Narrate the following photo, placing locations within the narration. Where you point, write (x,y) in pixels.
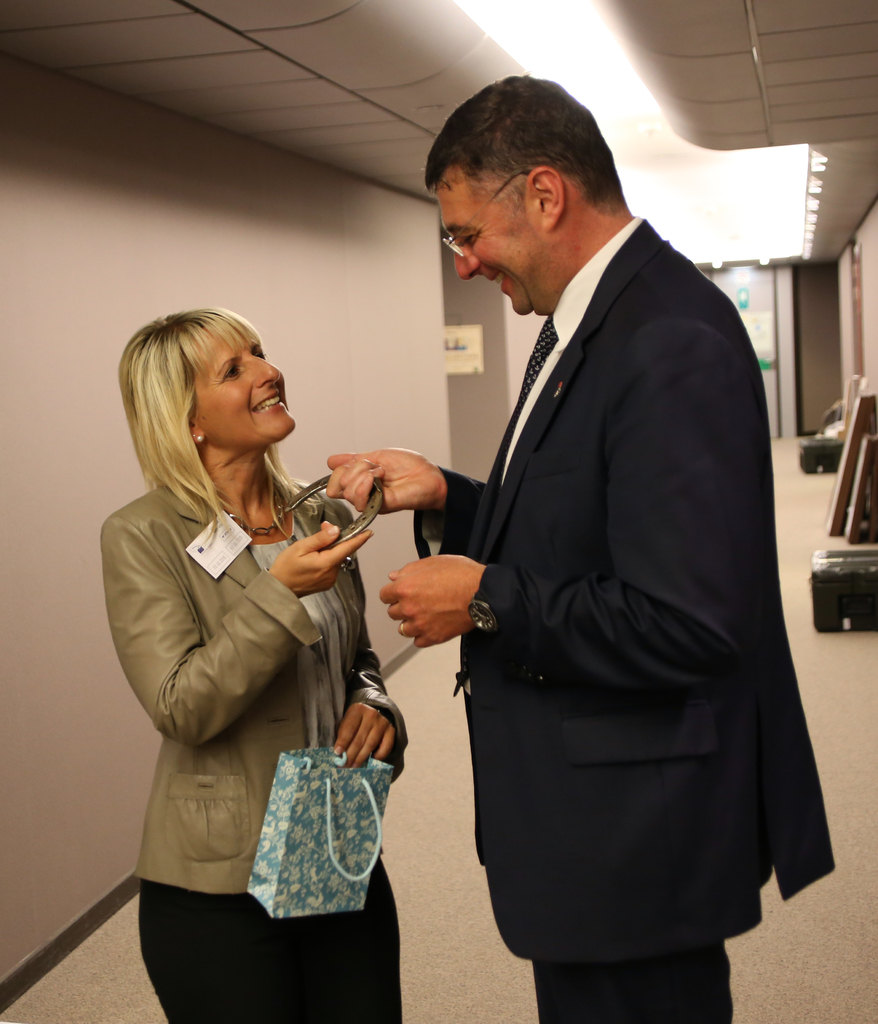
There is a man (411,579) and woman (265,523). Man (645,400) is wearing a specs (456,246). Both are holding a horse shoe (367,517) and woman (258,587) is holding a packet (297,809). Both are smiling and standing. On the left side (191,263) there is a wall (380,360). On the ceiling (563,66) there are lights (686,153). On the right side (818,458) there are boxes (818,458) on the floor (808,478).
